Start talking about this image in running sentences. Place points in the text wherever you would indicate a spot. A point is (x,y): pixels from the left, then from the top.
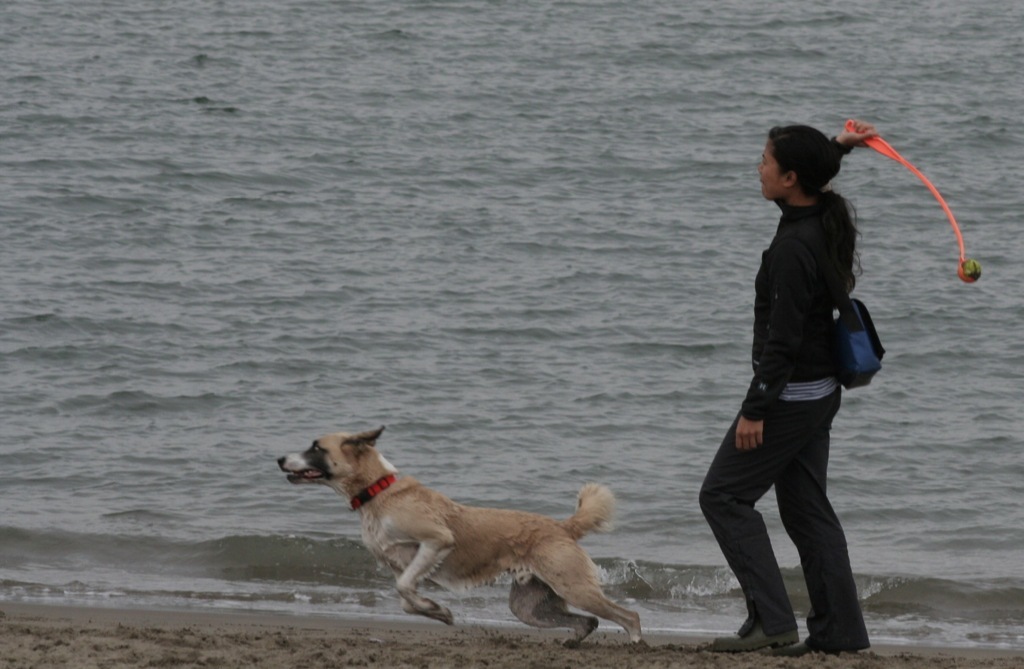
There is one woman (811,387) standing and wearing a black color dress (786,285) and holding an object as we can see on the right side of this image (799,365). There is a dog (412,556) running at the bottom of this image (468,560), and there is a surface of water (456,227) in the background (500,256).
